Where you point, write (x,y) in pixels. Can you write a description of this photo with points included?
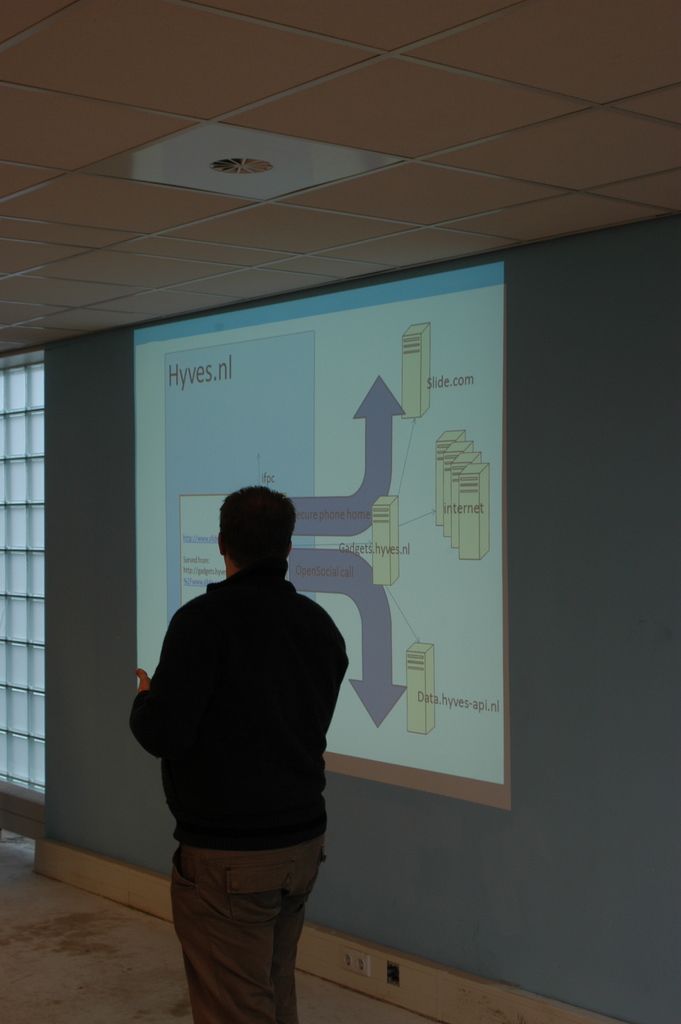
In this image I can see a person (262,773) wearing black jacket (243,715) is standing and in the background (137,646) I can see the window (13,580), the projection (402,646) on the wall (47,534) and the ceiling (387,98).
